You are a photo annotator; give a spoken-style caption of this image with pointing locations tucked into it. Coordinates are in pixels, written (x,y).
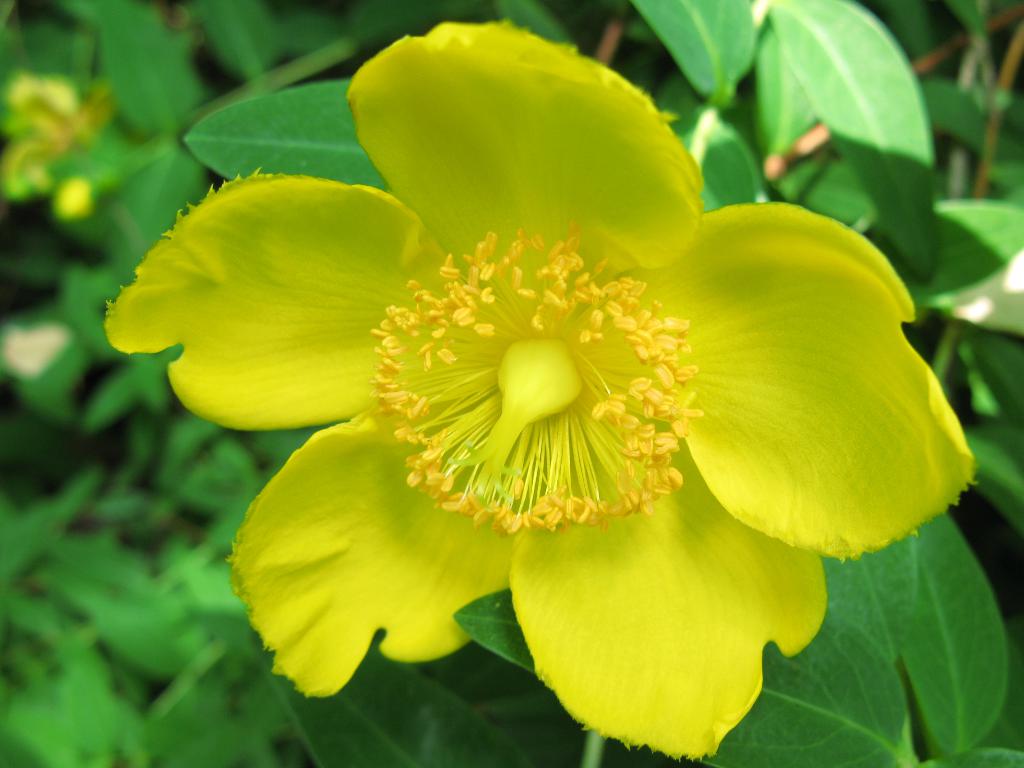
In this picture we can see a beautiful yellow flower (690,475) with green leaves (148,592).
